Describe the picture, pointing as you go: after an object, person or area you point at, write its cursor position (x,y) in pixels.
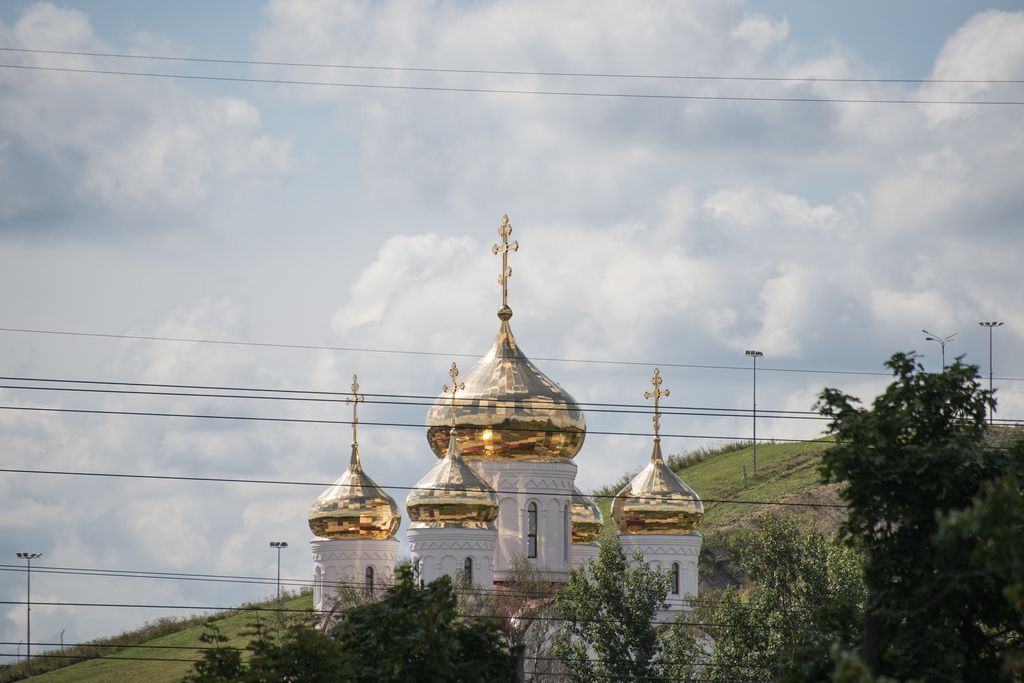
In this image I can see the trees (724,643) in green color, background (654,527) I can see the building (430,530) in gold and white color, five light poles (991,396) and the sky (369,186) is in blue and white color.
